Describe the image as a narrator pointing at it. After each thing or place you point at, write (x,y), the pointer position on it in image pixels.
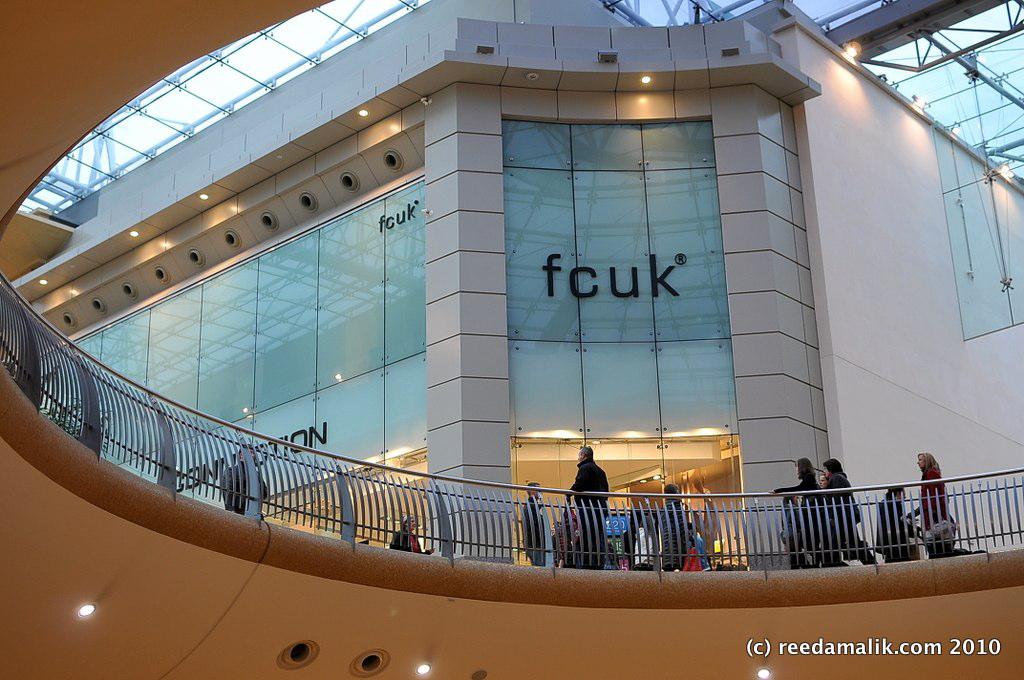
In this picture, we can see a group of people (663,502) standing on the floor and in front of the people (598,508) there is a building (504,372), lights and on the image there is a watermark (887,645).
